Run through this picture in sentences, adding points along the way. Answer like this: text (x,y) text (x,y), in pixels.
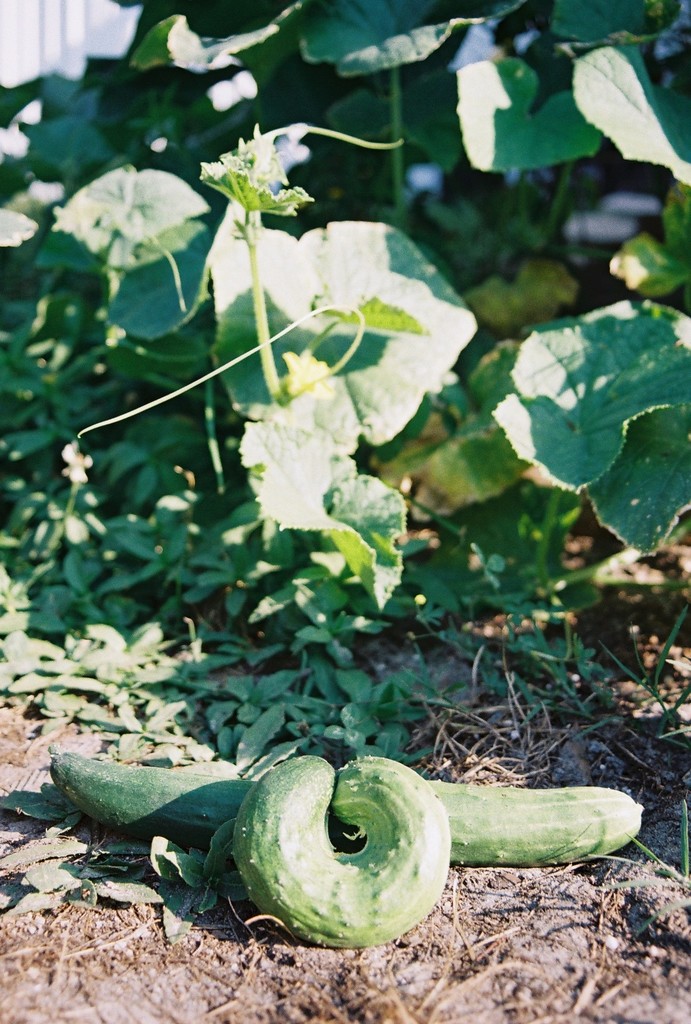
This image consists of vegetables (372,874) at the bottom (361,872). There are plants (222,280) at the top (309,280). They are in green color.
